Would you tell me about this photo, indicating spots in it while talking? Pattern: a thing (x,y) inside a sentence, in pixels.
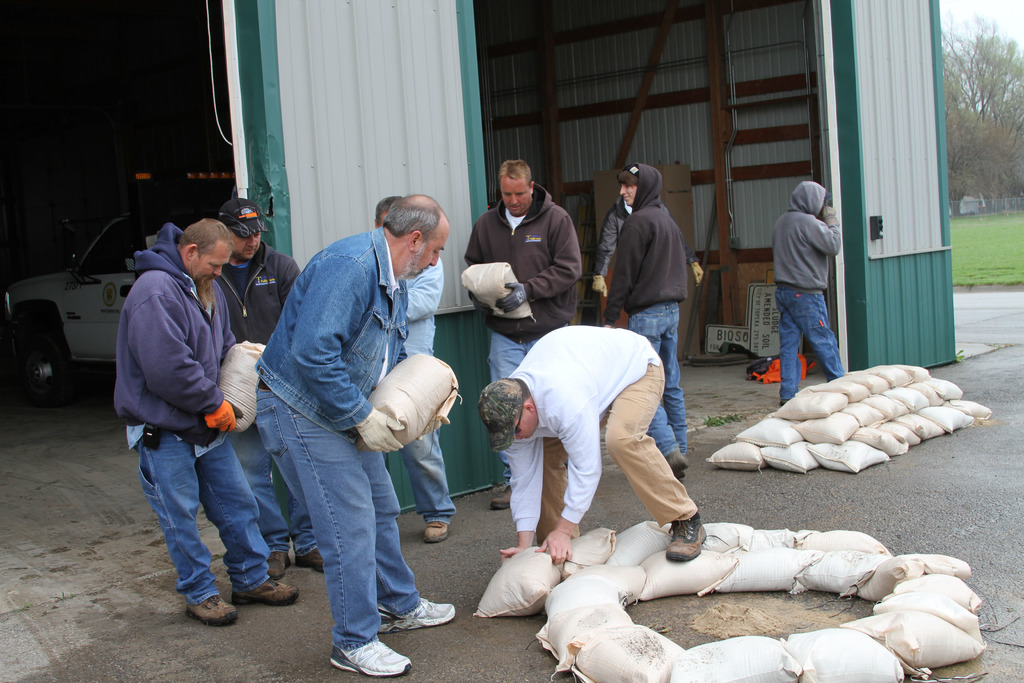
In this picture I can see few people (562,319) standing and few are holding bags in their hands (517,287) and I can see few bags (953,643) on the ground (739,634) and looks like a mini truck (117,297) in the shelter (395,166). I can see few trees (980,75) and grass (999,241) on the ground (996,253) in the back (996,253).
